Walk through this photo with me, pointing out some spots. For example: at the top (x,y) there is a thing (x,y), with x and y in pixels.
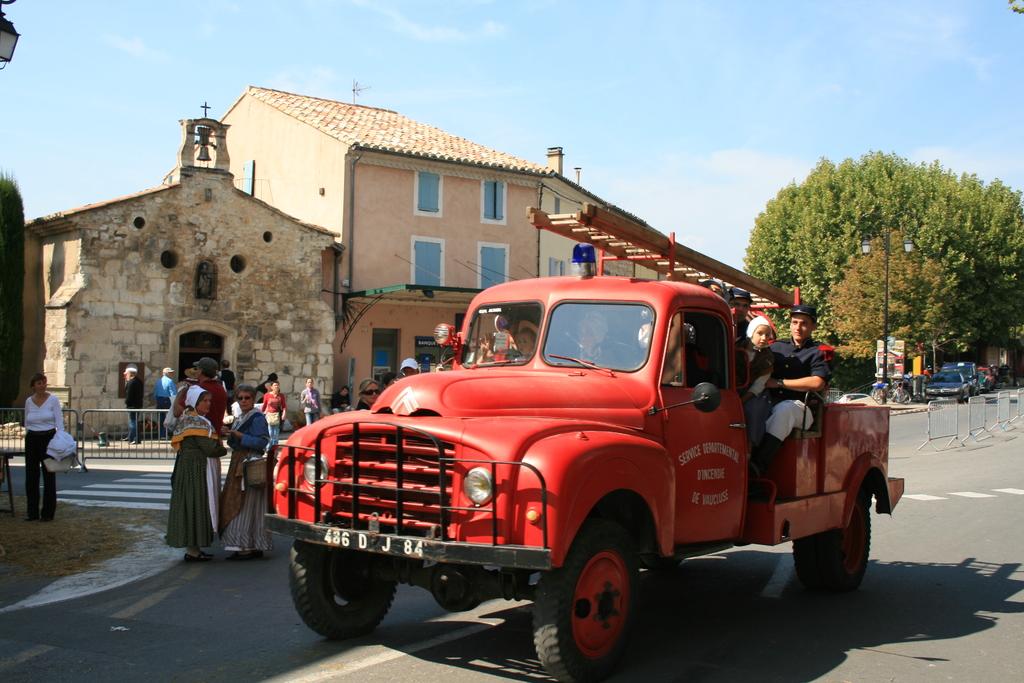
In front of the image there are people (800,379) sitting inside the car (602,470). Behind the car (593,379) there are a few other people (305,396) standing on the road (205,625). There is a metal fence (986,431). There are cars (959,392), cycles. There are light poles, boards (903,362). In the background of the image (954,344) there are buildings (527,258), trees (855,229) and sky (819,109).
